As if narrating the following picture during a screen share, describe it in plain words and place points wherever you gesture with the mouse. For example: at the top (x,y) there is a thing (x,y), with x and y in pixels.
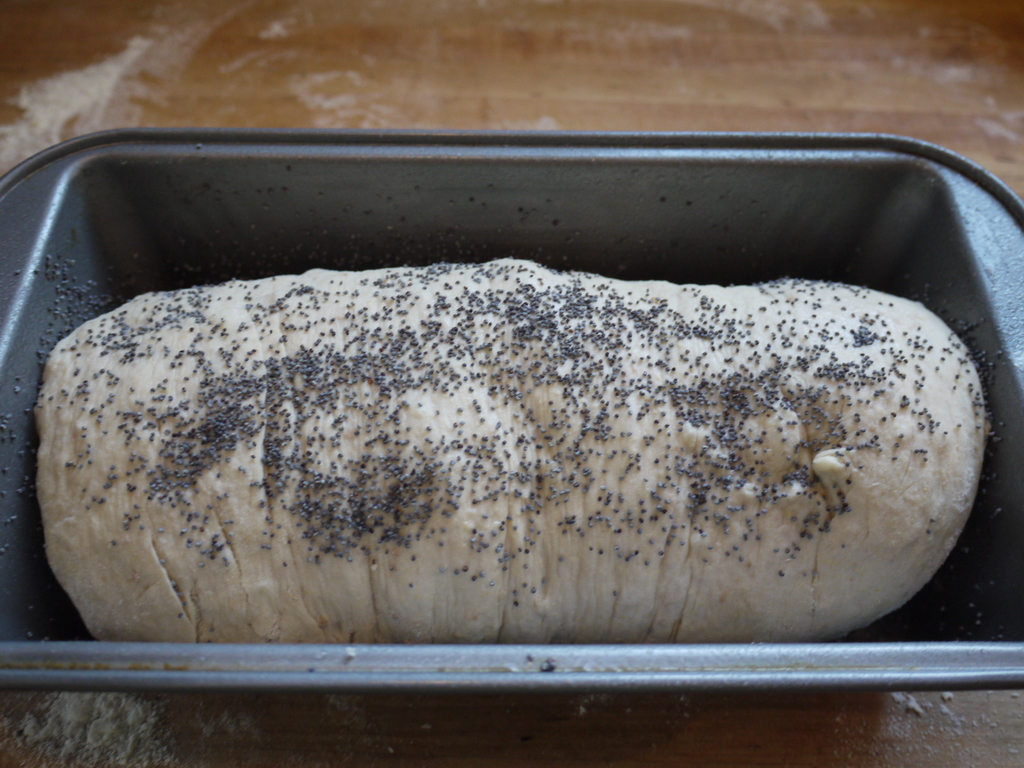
This picture shows a flour dough (552,572) in a vessel (1012,572) and we see some seeds (484,263) on it on the table (952,726).
